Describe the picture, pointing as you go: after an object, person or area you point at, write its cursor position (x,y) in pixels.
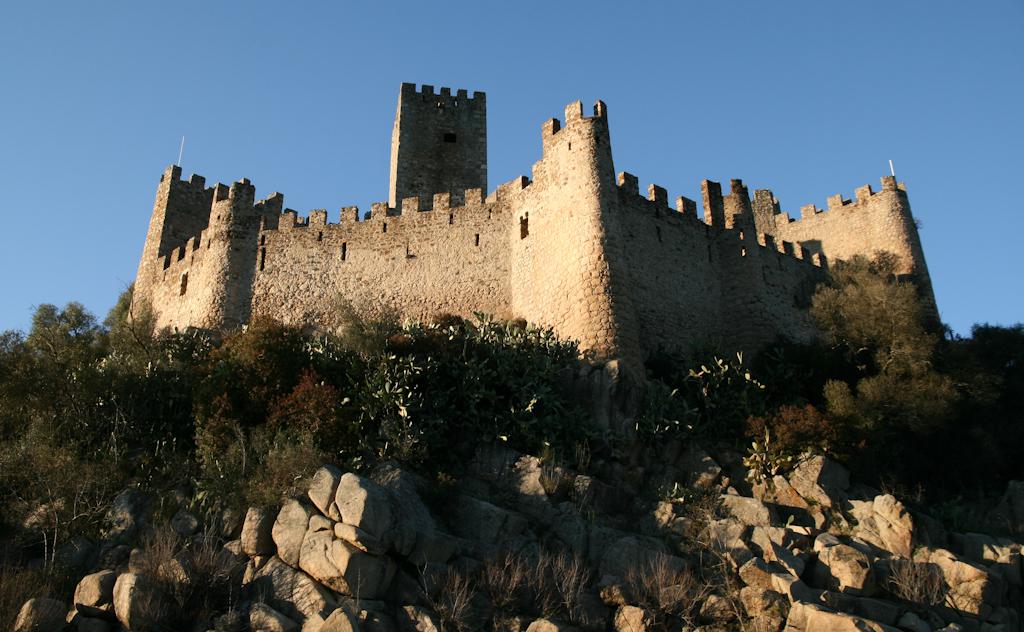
In this image at front (875,512) there are rocks (421,521), trees (393,419). At the back side (517,297) there is a building (671,246). At the background (258,103) there is sky (93,177).
